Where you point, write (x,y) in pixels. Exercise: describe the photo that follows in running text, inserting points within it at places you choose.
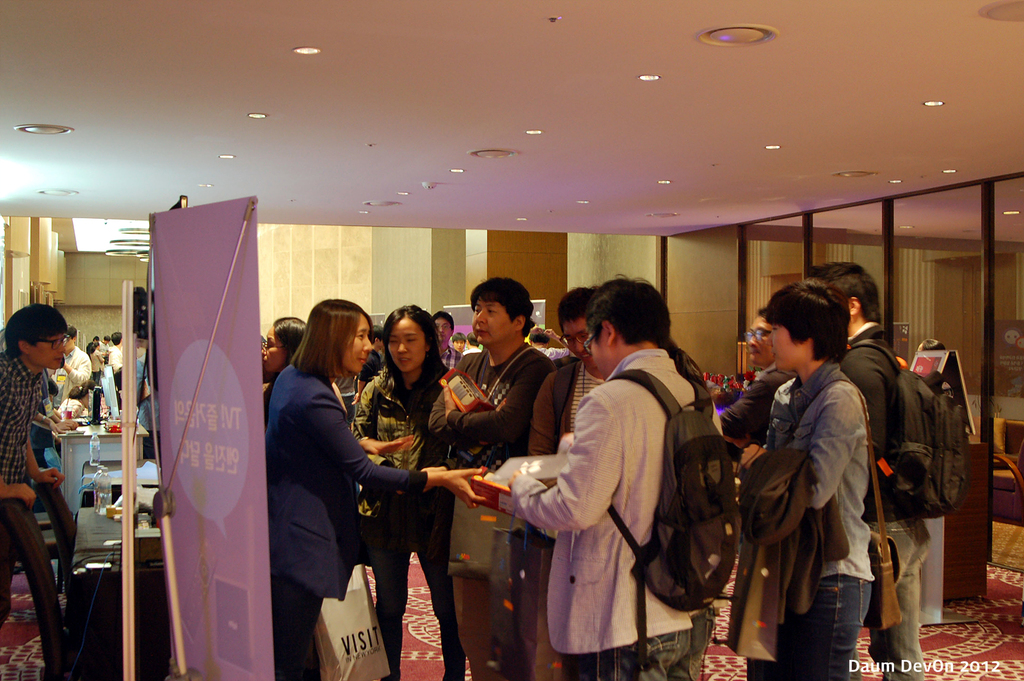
In this image I can see group of people (367,555) standing. In front (319,562) the person (316,489) is wearing blue color dress (295,536) and I can also see the board (224,438). In the background (968,341) I can see few glass walls (870,263), lights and the wall (279,244) is in cream color.
